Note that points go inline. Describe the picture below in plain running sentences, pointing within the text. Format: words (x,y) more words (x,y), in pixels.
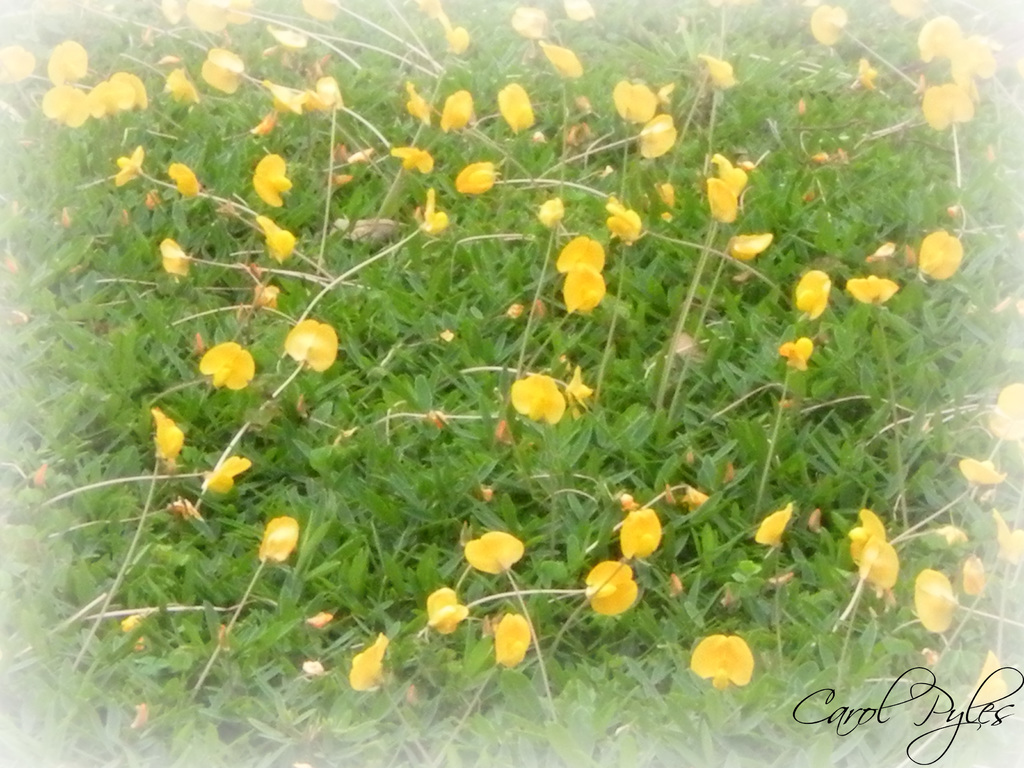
In this picture we can see few flowers (525,389) and plants (453,392), at the right bottom of the image (864,705) we can see a watermark (953,723).
